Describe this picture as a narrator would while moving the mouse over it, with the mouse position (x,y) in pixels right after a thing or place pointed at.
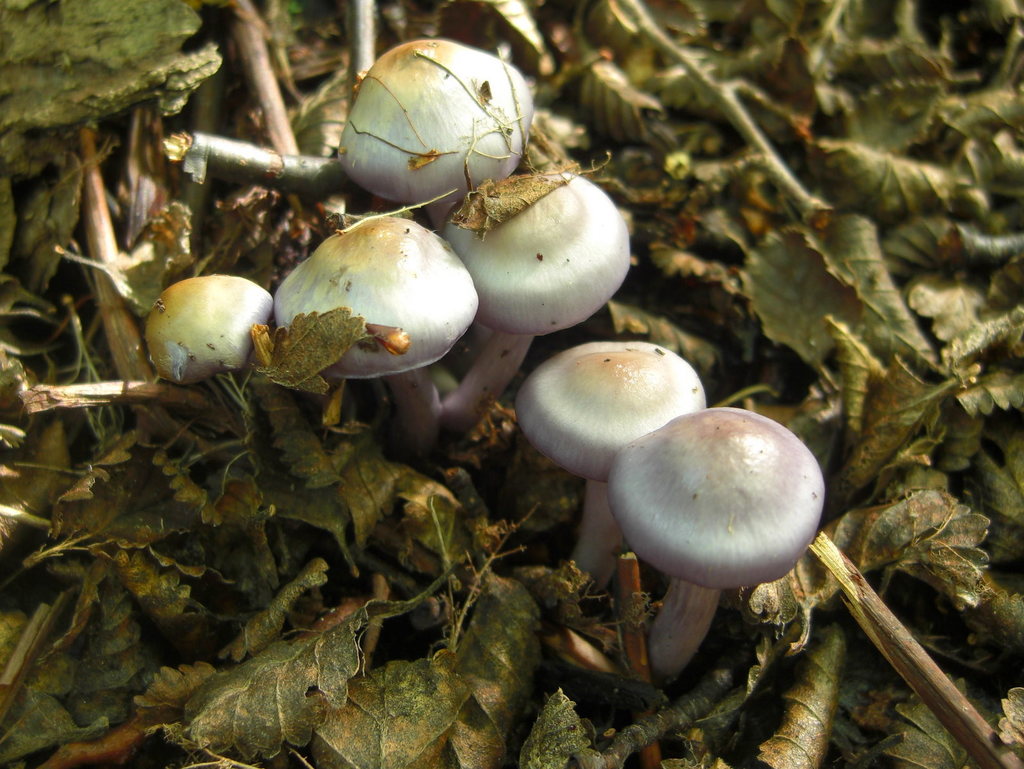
In this image we can see the mushrooms (623,415) and dried leaves (965,536).
